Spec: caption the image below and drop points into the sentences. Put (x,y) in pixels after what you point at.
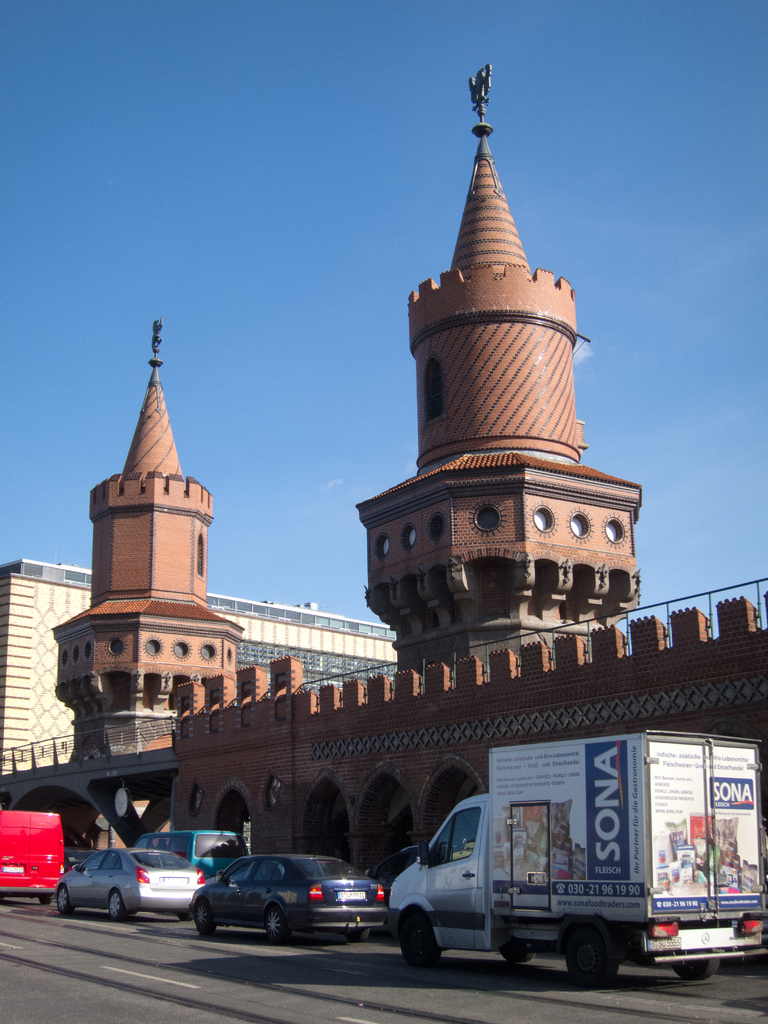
We can see vehicles (247,885) on the road (82,911). In the background (107,725) we can see buildings (327,699) and sky (244,373) in blue color.
